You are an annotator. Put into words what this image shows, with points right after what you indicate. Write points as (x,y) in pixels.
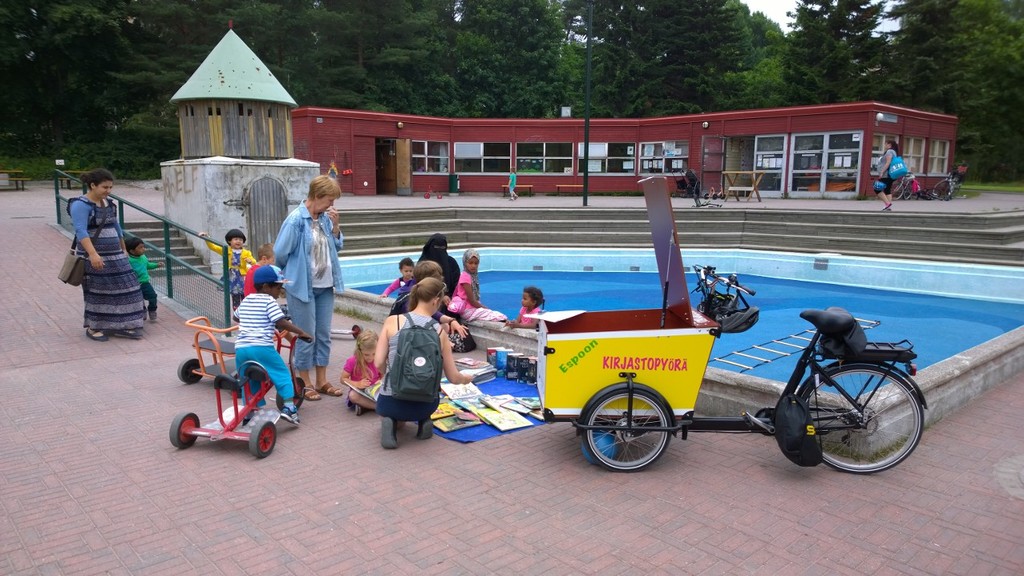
In this image, we can see trees (480,51), sheds (542,136), a pole (588,129), some benches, stand (754,179), stairs (624,210) and there is a pool (830,285) and we can see people (116,299) some are wearing bags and we can see kids (266,322) one of them is wearing a cap (260,283) and there are cycles (617,351) and some boxes (503,362) and books (482,406) on the floor (317,413).
